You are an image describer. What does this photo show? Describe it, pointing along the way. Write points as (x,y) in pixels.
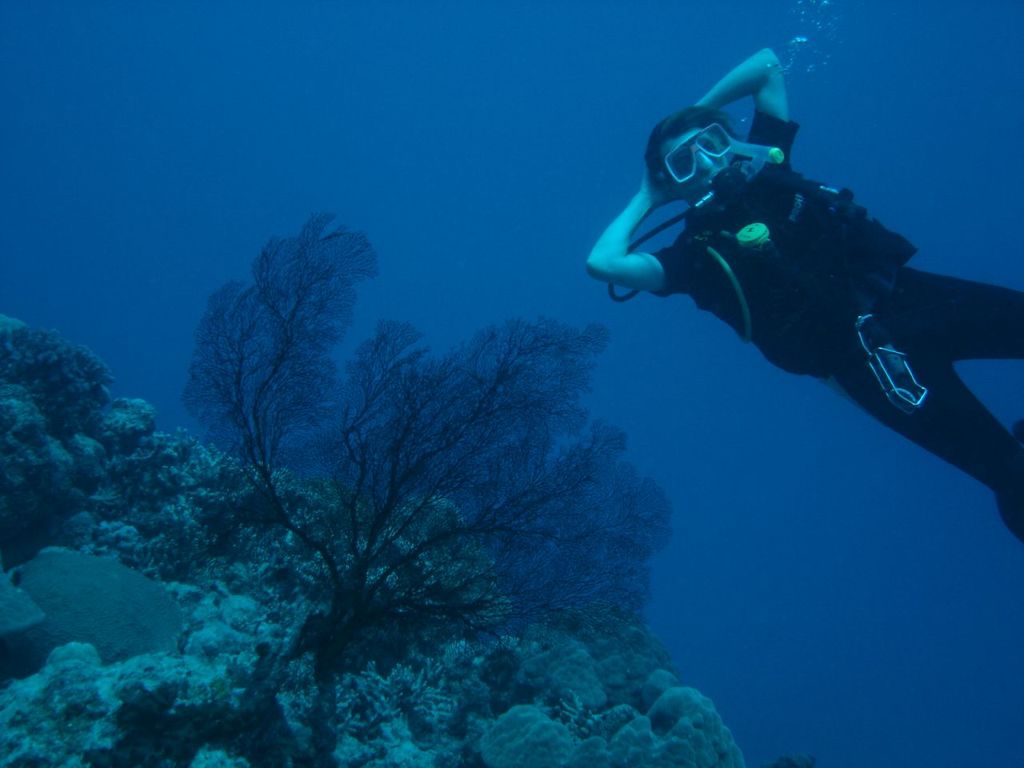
This image is taken in the sea (137,365). I can see some weeds (226,450) inside the sea (738,732). In the top right corner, I can see a person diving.
